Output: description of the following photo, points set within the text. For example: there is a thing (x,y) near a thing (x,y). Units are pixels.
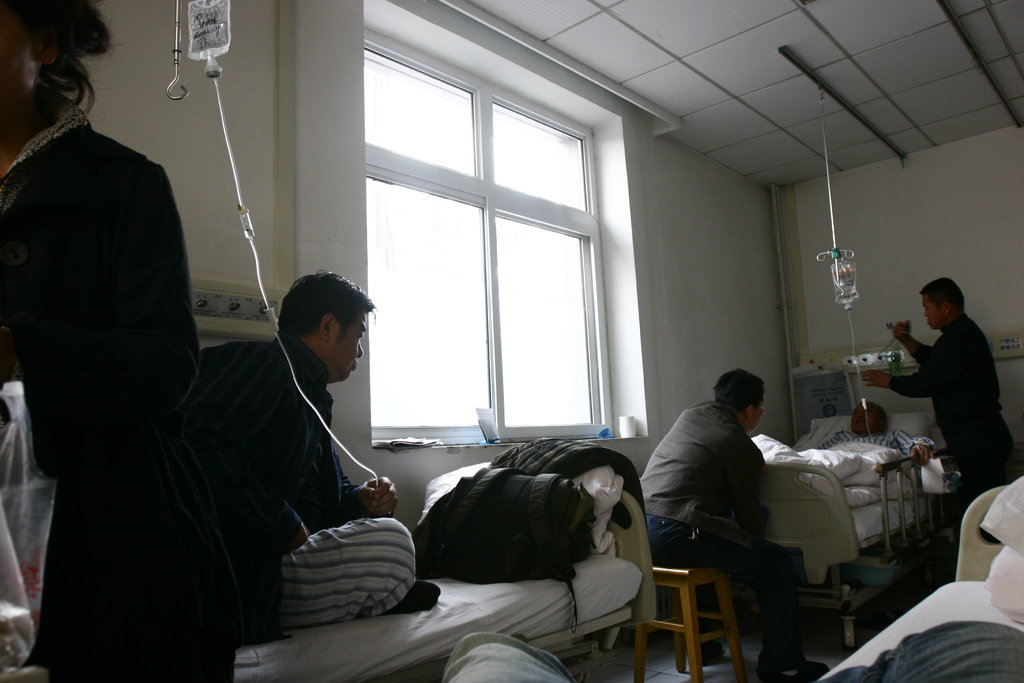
In this picture we can see two persons (718,539) sitting on the bed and stool (689,626). Here we can see a person (860,432) who is laying on the bed (838,525). This is window (437,243) and there is a wall (684,267). Here we can see two persons (124,653) standing on the floor (687,680) and this is roof (714,58).
